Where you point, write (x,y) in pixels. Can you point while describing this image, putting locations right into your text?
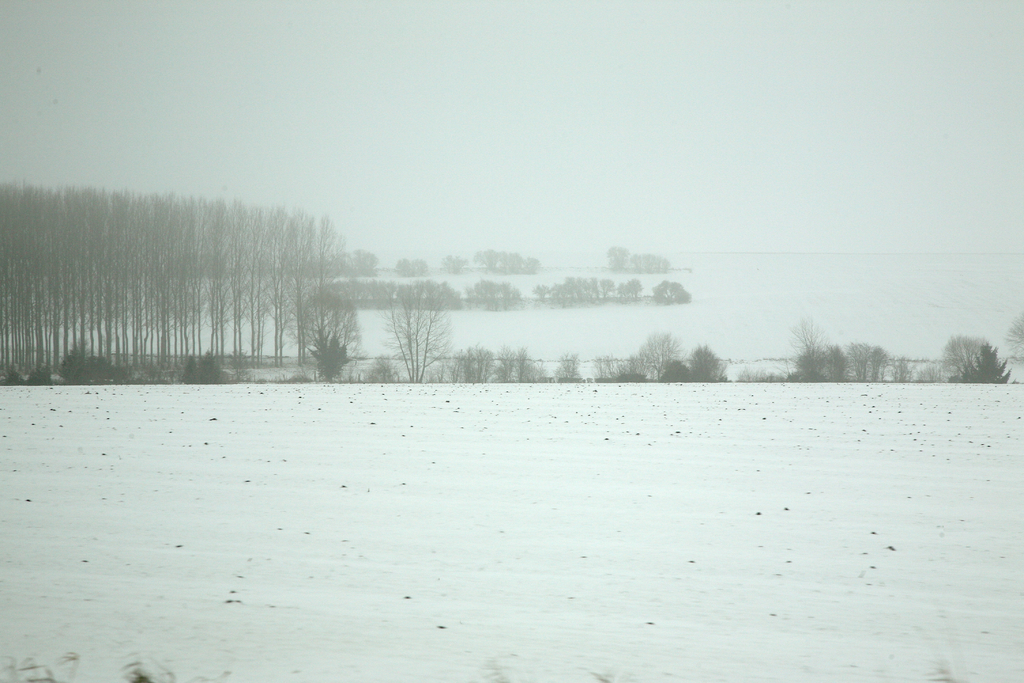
In this image there is snow (762,562) on the surface (803,468). At the background (199,329) there are trees (249,289), fields (599,321) and sky (491,150).
